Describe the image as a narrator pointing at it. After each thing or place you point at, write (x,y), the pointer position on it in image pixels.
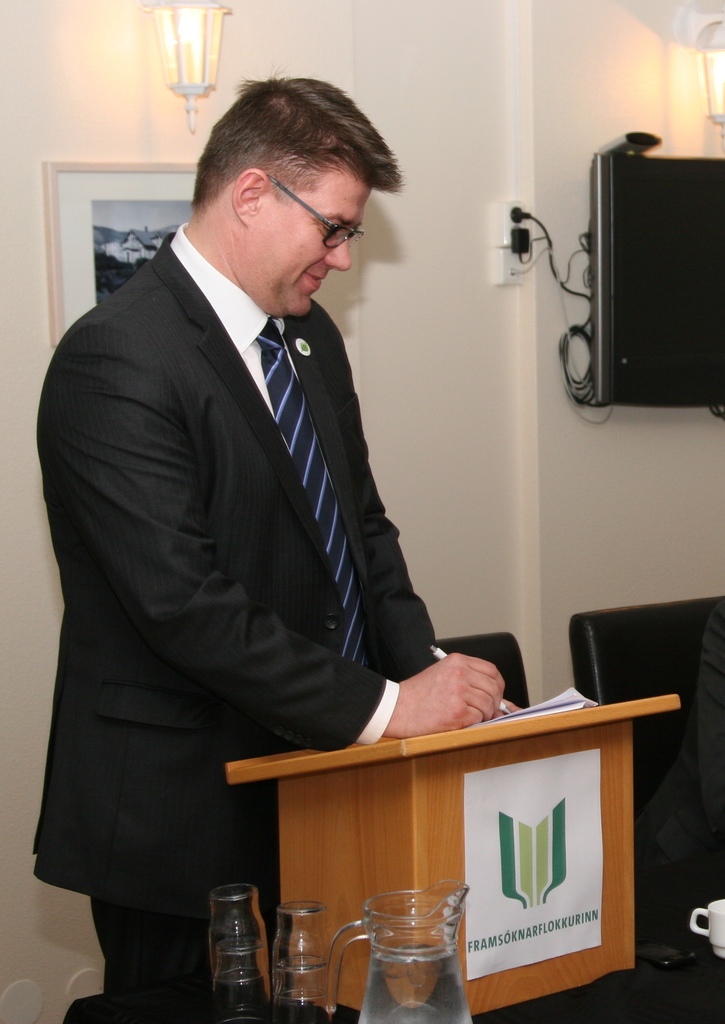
As we can see in the image, there is a white color wall (416,226), frame (180,199), light (190,41), television (596,290), glasses (321,923) and a man (200,457) standing over here.
